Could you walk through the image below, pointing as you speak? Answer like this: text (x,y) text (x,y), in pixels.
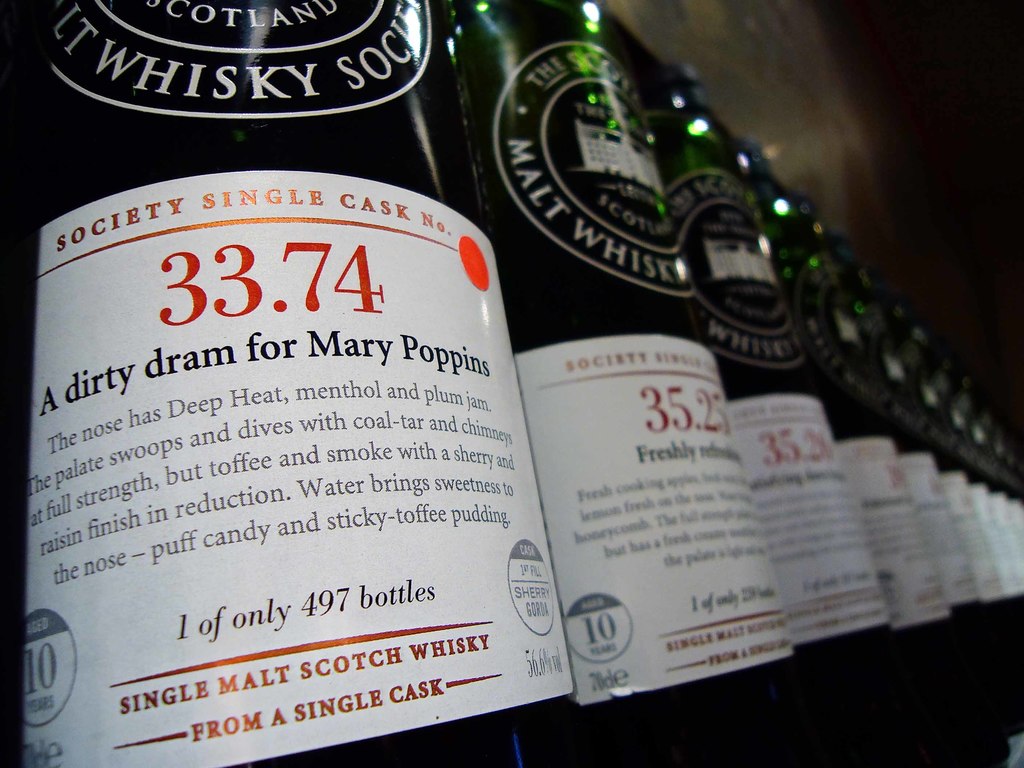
In this image, these look like the bottles (782,323). I can see the labels (483,634) and clear stickers (635,215), which are attached to the bottles (508,270). The background (953,116) looks blurry.
